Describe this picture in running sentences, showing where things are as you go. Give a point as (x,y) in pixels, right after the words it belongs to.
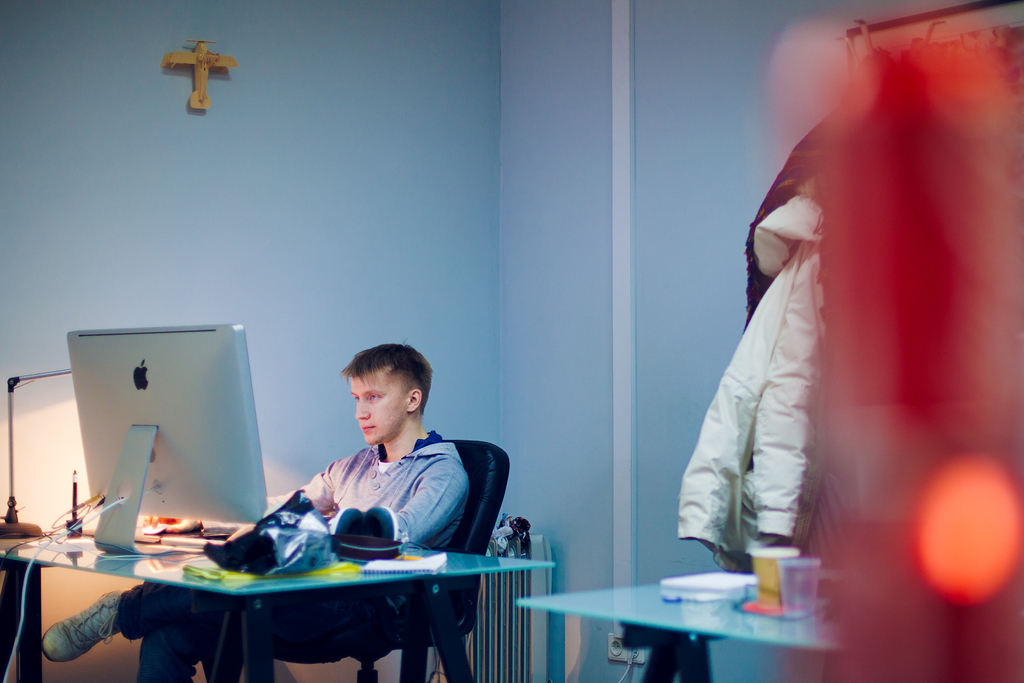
In the image we can see there is a person (408,533) who is sitting on chair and on table (157,566) there is monitor (157,378) and keyboard (237,530) and there are headphones (383,531), bag (291,560). On the wall (211,126) there is an aeroplane toy (218,66) and there is a jacket (794,339) which of white colour which is hanging on the wall (731,645). On the table (747,618) there are glass (775,574) and tiffin box (676,582) and books (691,581).
